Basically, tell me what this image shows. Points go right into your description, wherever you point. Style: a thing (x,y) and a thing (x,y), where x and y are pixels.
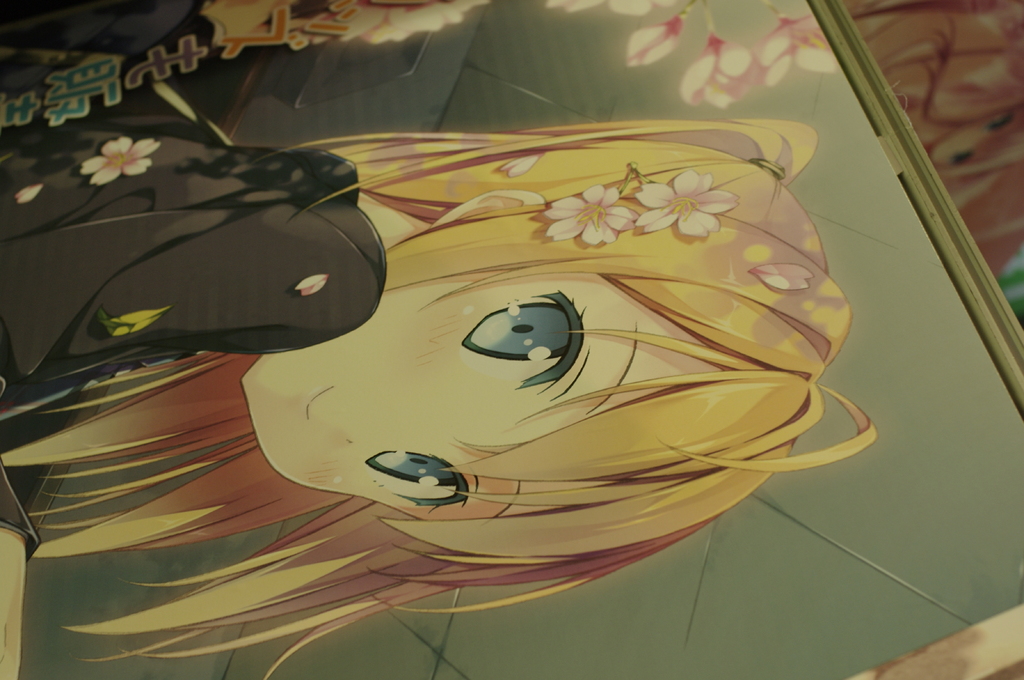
In this image I can see an animated picture of a woman (613,331), text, flowers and a board (1003,416). This image looks like a depiction.
